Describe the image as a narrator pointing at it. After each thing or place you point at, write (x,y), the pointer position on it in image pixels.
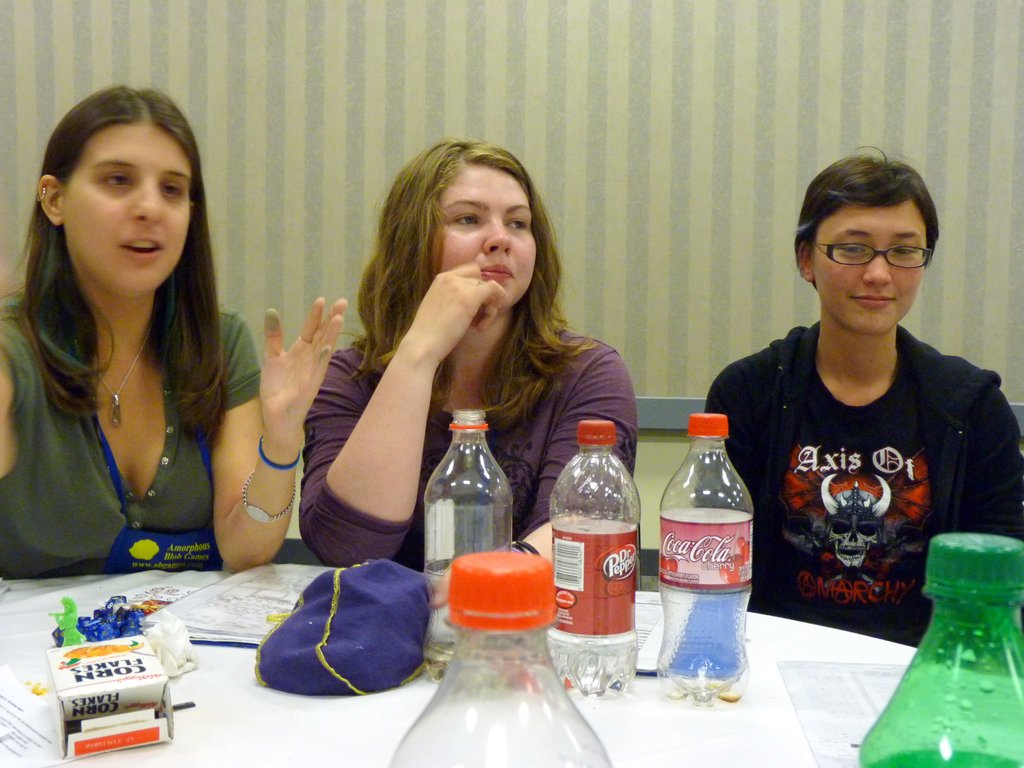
In the middle of the image (518,420) three women (921,514) are sitting on the bench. In front of them there is a table (236,756) on the table (15,758) there are some bottles (485,521) and papers (180,584), Behind them there is a wall (121,75).
